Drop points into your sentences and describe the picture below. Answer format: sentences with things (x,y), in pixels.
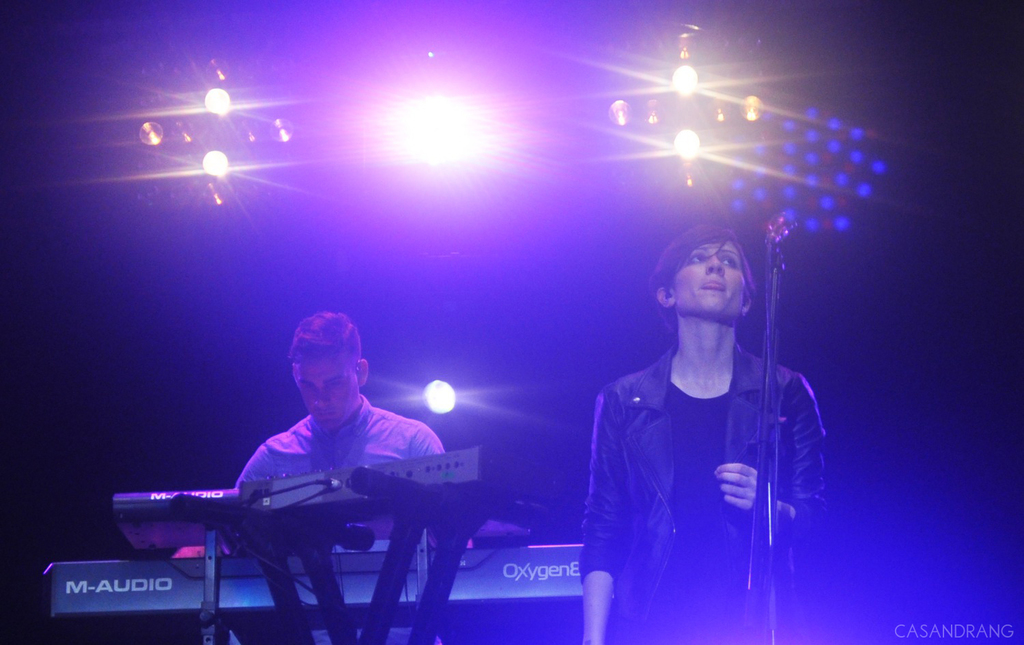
In the image it looks like a music concert, there are two people (712,361) and the first person (703,551) is standing and the second person (416,426) is playing some music instrument (311,499), in the background (416,151) there are colorful lights (442,172).
